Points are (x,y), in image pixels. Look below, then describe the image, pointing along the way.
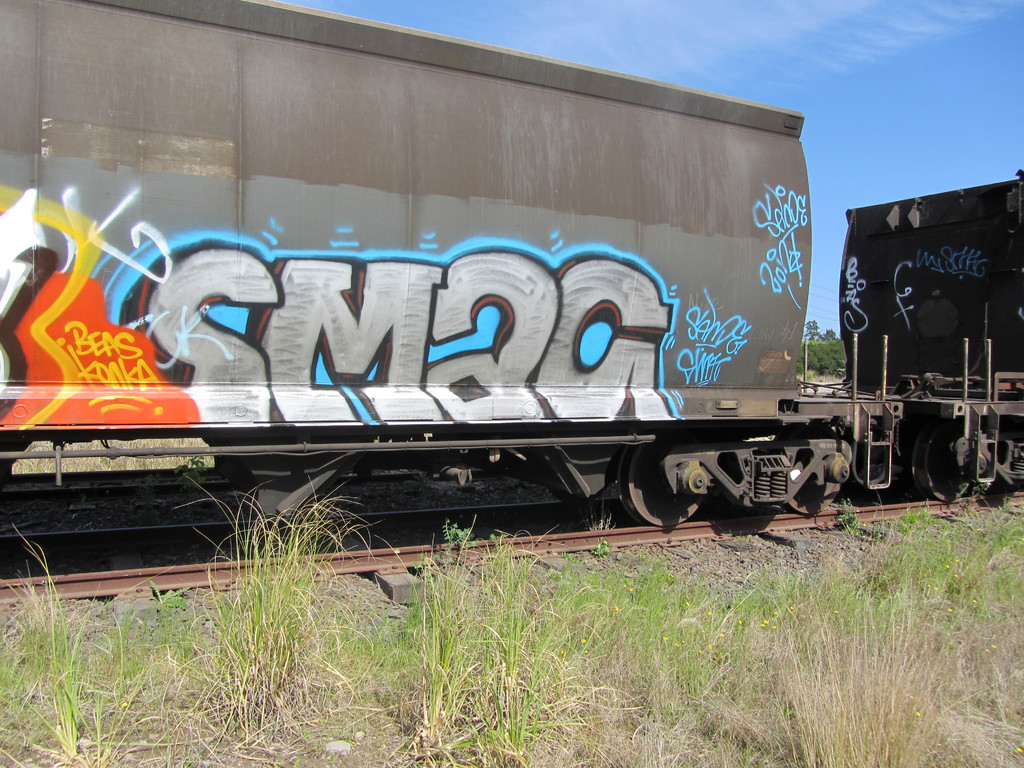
In this picture I can see the train (561,316) in the middle (507,352), there are paintings (712,327) on it, at the bottom (676,650) there is the grass (686,645), at the top (872,109) I can see the sky (911,80).
